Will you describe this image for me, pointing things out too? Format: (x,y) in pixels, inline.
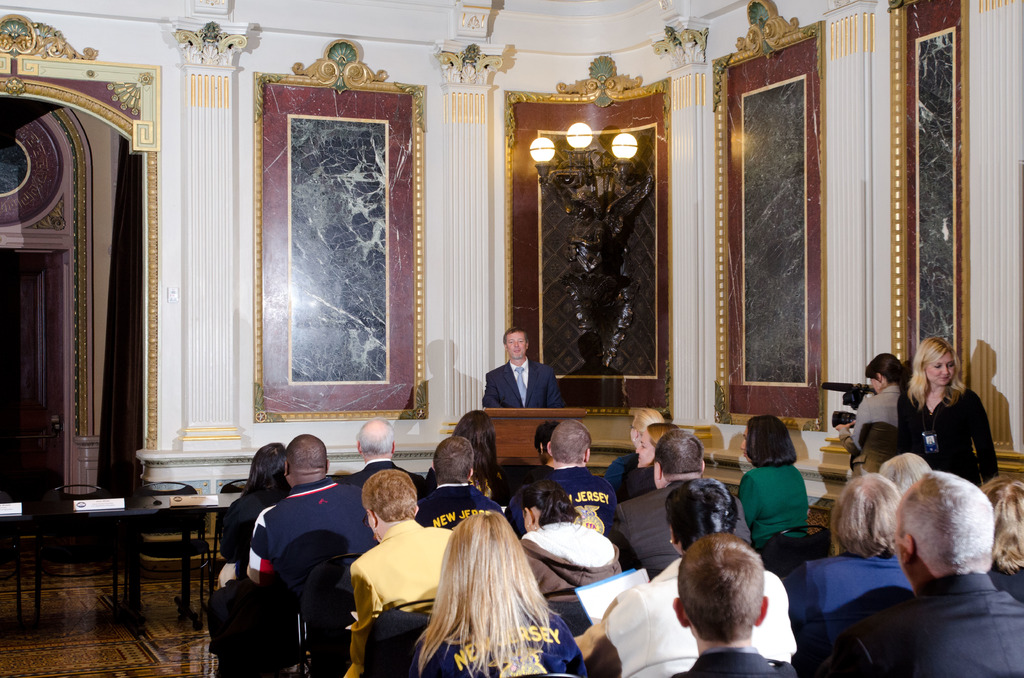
In this image, there are a few people (860,583). Among them, some people (554,557) are sitting. We can see the podium (556,414) and some chairs (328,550). We can also see some tables (226,499) with boards (207,498). We can see the ground (55,654) and the designed wall (270,22). We can also see a statue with some lights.
